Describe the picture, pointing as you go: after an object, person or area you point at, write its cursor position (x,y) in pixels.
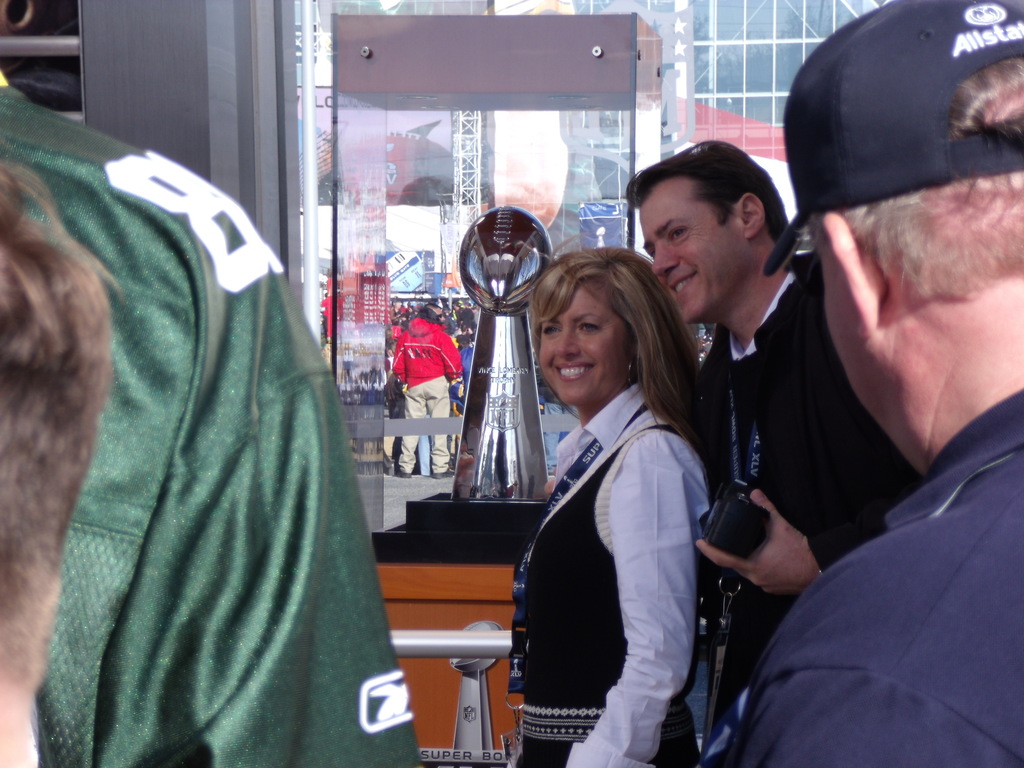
In this image I can see there are two persons (578,444) man (754,288) and woman (594,355) they both are smiling visible on the right side (712,296) and in the middle (380,337) I can see a mirror (356,337), through mirror (369,301) I can see person (456,363) and tower (476,168) and on the left side (27,351) I can see person head (106,368) and on the right side (828,161) I can see a person (964,168) wearing a black color cap (925,177).
